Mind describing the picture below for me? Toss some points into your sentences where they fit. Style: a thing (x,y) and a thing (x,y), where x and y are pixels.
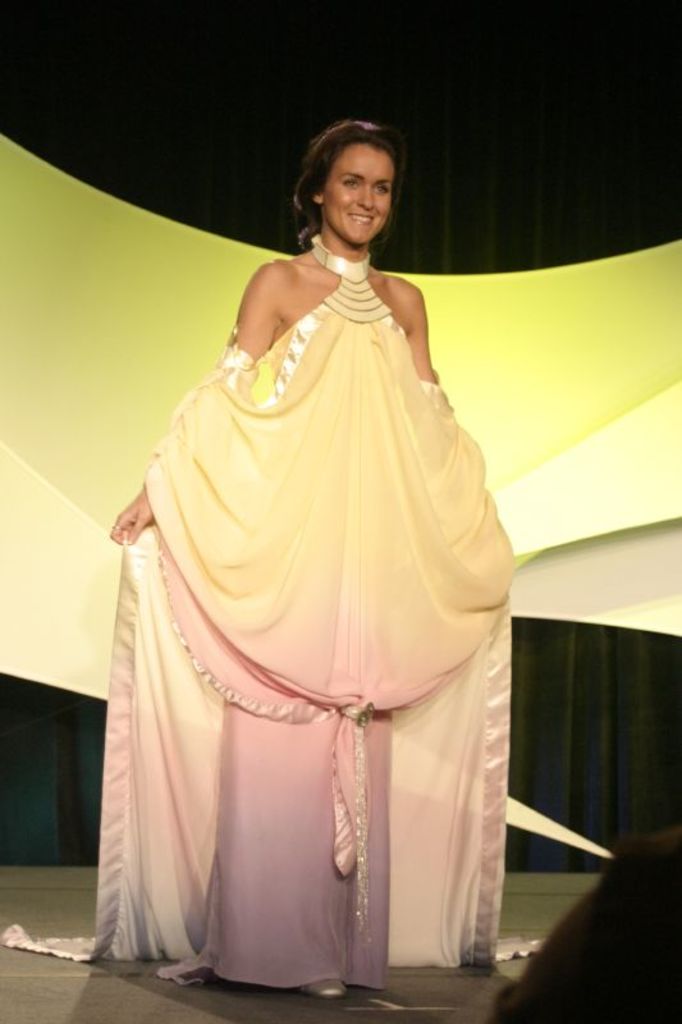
In this image I can see a woman (342,472) wearing yellow, pink and purple color dress (310,611) is standing and smiling. I can see the yellow and black colored background (289,124).
